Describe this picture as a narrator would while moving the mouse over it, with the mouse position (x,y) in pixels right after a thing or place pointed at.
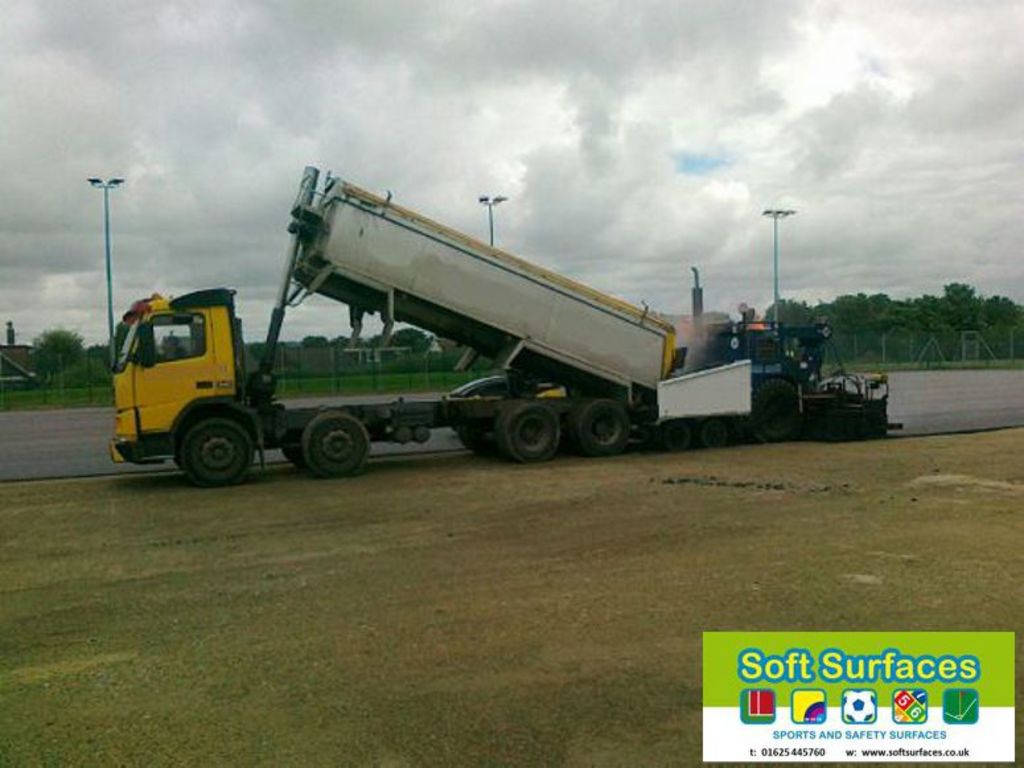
In this image I can see a truck (273,375) which is yellow and white in color on the ground (478,571) and another vehicle (751,359) which is blue in color on the road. I can see the ground (447,557), the road (89,448), few trees (949,302), the railing (843,358), few street light poles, a house (13,364) and the sky (378,168) in the background (753,140).
